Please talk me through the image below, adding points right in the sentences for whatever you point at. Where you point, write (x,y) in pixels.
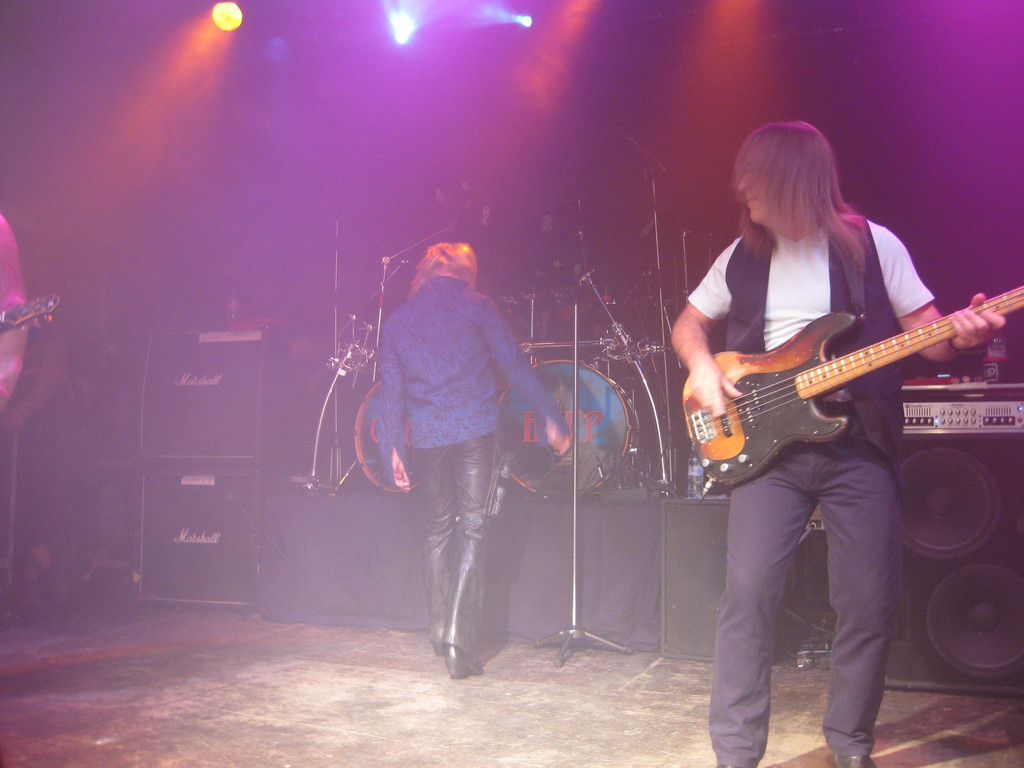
On the background of the picture (557,87) it's very dark. Here we can see lights (404,30) at the top (232,23). Here we can see one man (703,395) standing and playing a guitar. On the background (387,438) we can see drums (606,431) and one person (414,446) is walking. This is a floor (395,739).
